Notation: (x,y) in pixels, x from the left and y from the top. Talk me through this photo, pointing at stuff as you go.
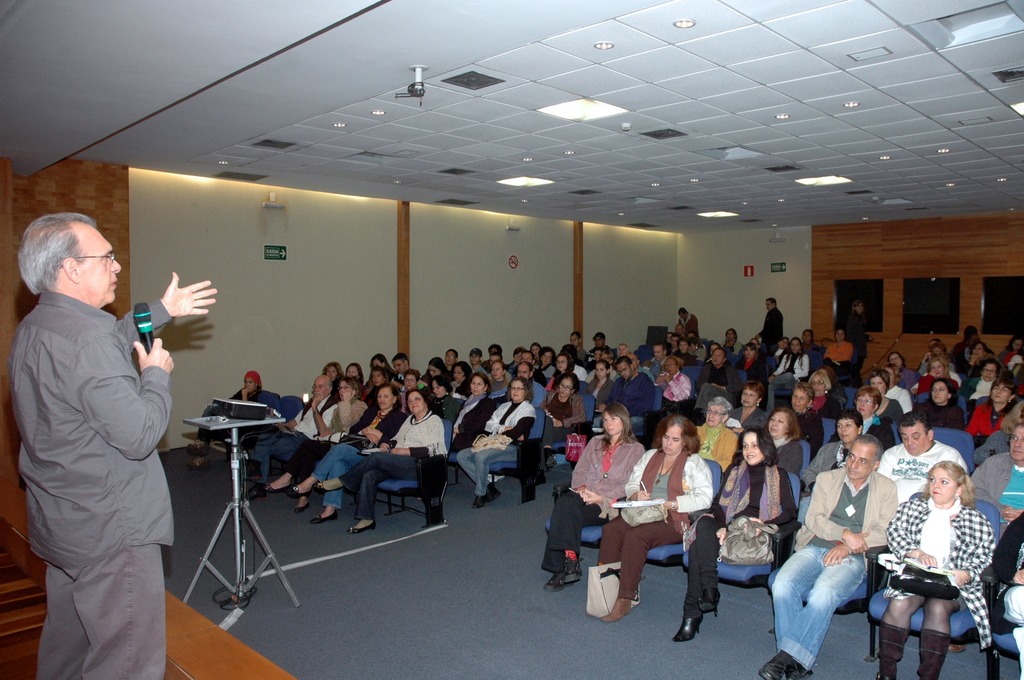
In this image there are group of persons (672,457) sitting and standing. The man (139,445) on the left side (139,445) is standing and holding a mic (144,328). In the center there is a stand (234,437) which is silver in colour and on the right side (943,291) there are windows (910,295).
